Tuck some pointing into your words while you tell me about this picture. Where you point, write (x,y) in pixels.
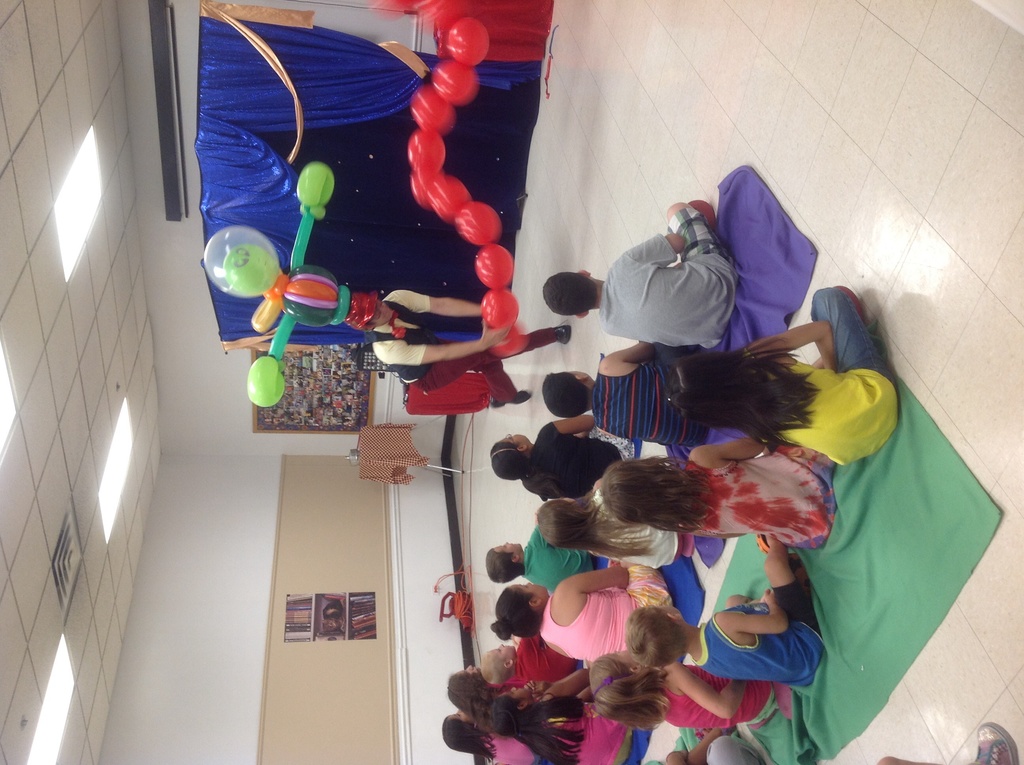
In this image there are few people (647,515) sitting on the floor (555,362), there is a person (502,374) in front of them holding balloons (500,348) and some balloons (299,258) on the head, there are lights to the roof (55,349), a curtain (257,207), a frame (293,396) attached to the wall (399,549) and a poster (373,616) attached to the wall (418,592).
